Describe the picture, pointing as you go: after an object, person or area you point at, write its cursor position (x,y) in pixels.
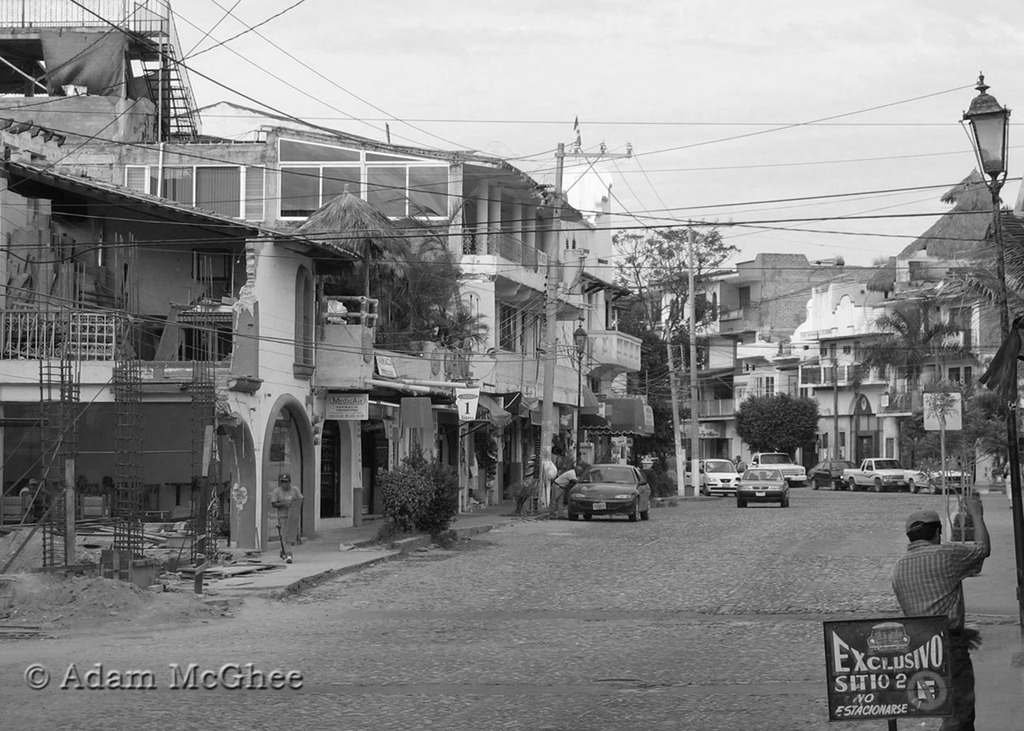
In this image there are buildings (320,311) and trees (452,327) and there are vehicles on the road (399,703). On the left side of the image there is a person (296,535) walking on the footpath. On the right side of the image (976,642) there is a man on the footpath (969,600) and there is a board (939,712) and there is text (929,694) on the board (930,686) and there are wires (680,149) on the poles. On the left side of the image (239,466) there are pillars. At the top (673,102) there is sky (624,77). At the bottom (778,515) there is a road (806,544). At the bottom left (229,679) there is text (79,678).
